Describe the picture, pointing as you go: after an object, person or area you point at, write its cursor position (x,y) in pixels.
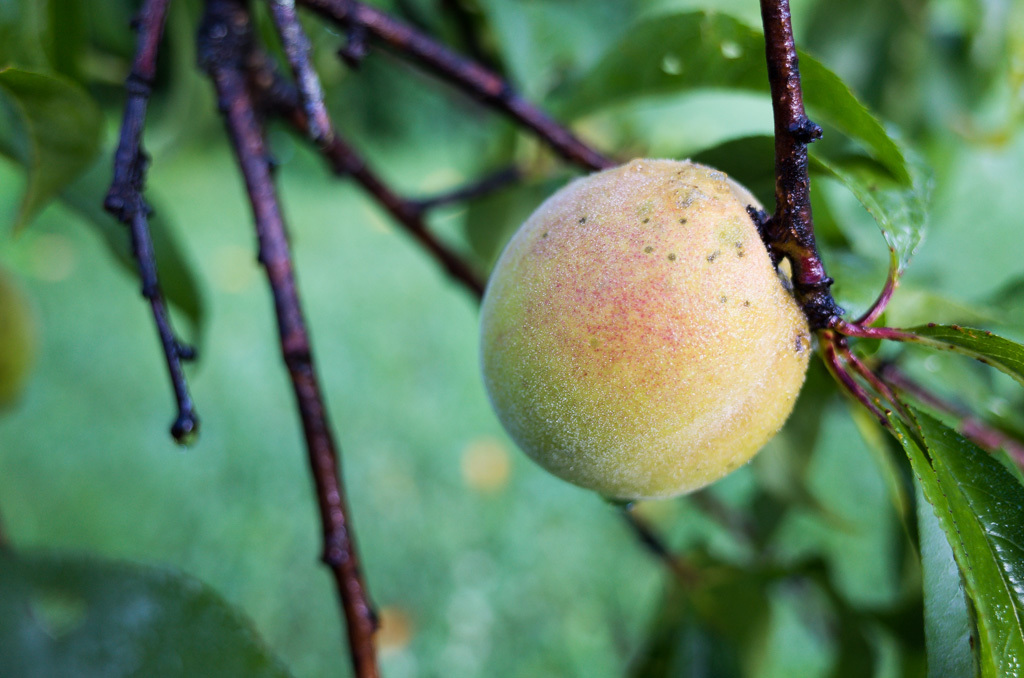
In this image there is a plant (55,101) to which there is a fruit (587,324). In the background (701,77) there are leaves (766,73) on which there are droplets of water (675,60). On the left side (256,166) there are tree stems (279,223).
